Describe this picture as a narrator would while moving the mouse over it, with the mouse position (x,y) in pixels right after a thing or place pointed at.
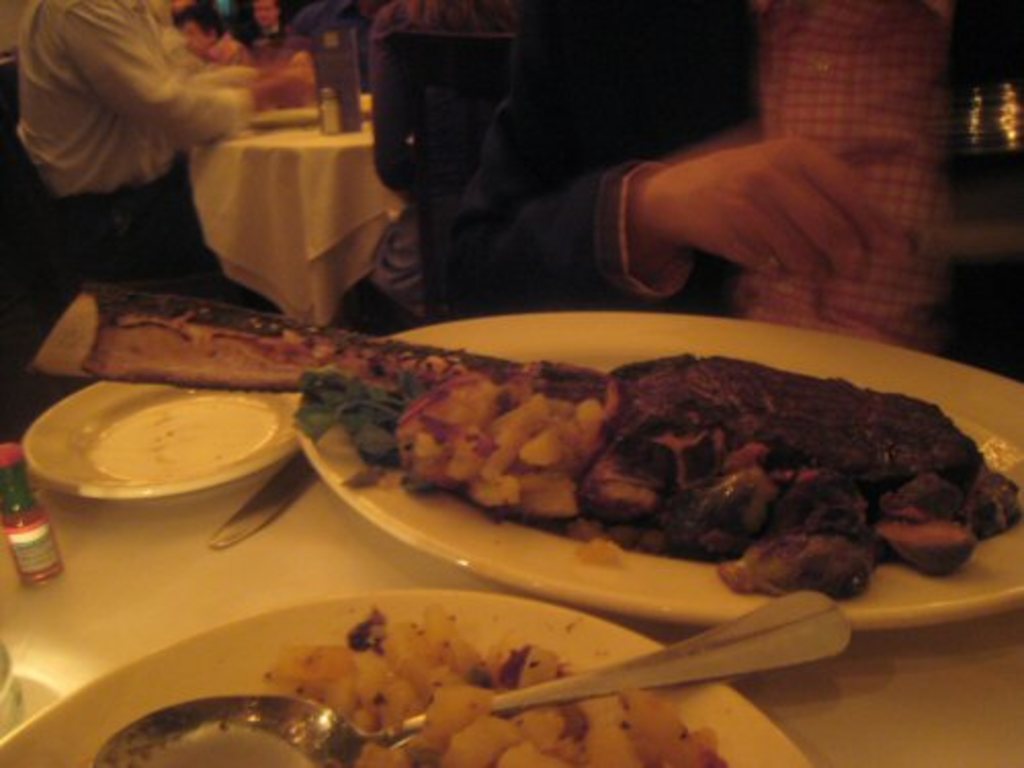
In this image we can see some people (68,73) sitting on chairs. In the foreground of the image (710,415) we can see some plates (687,328) containing food (731,490), spoons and a bottle (27,558) placed on the table (70,607).
